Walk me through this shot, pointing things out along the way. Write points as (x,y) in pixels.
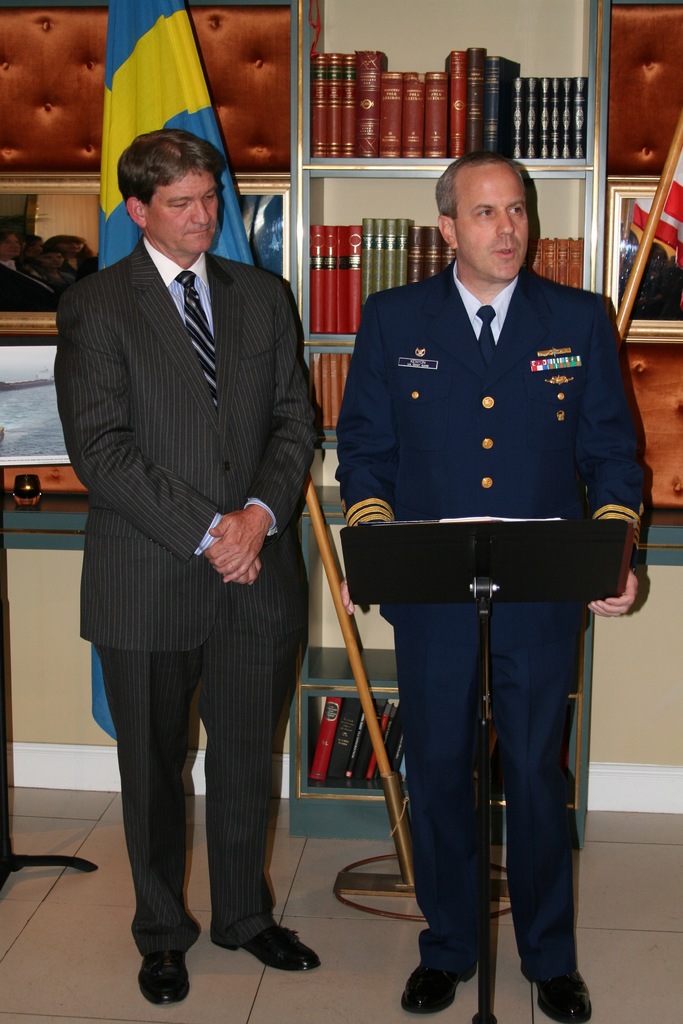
In this image, I can see two people (608,330) are standing and at the back (363,786), I can see flag (135,53), bookshelves (354,167), and books (415,243).
